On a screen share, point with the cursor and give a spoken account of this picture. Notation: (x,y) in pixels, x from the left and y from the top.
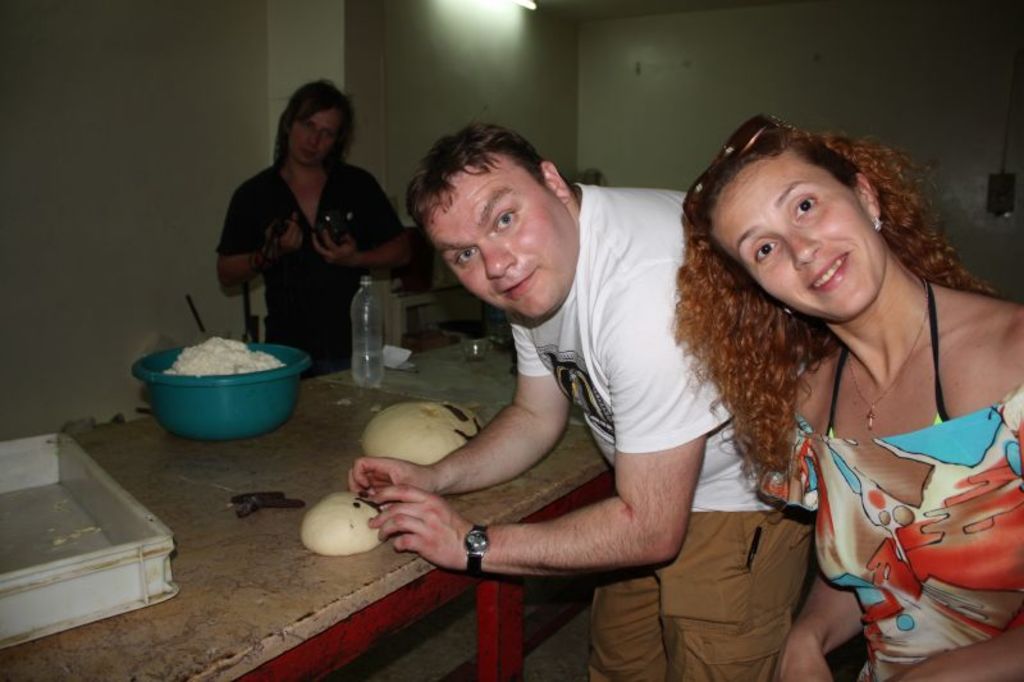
In the center of the image (464,366) we can see a table (279,588) and there are tubs (164,409), dough (323,539), bottles (378,376) and glasses (469,359) placed on the table (466,586). On the right (791,551) there are two people (707,520) standing. In the background (283,311) we can see another person (333,272) and there is a wall (500,88). At the top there is light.
